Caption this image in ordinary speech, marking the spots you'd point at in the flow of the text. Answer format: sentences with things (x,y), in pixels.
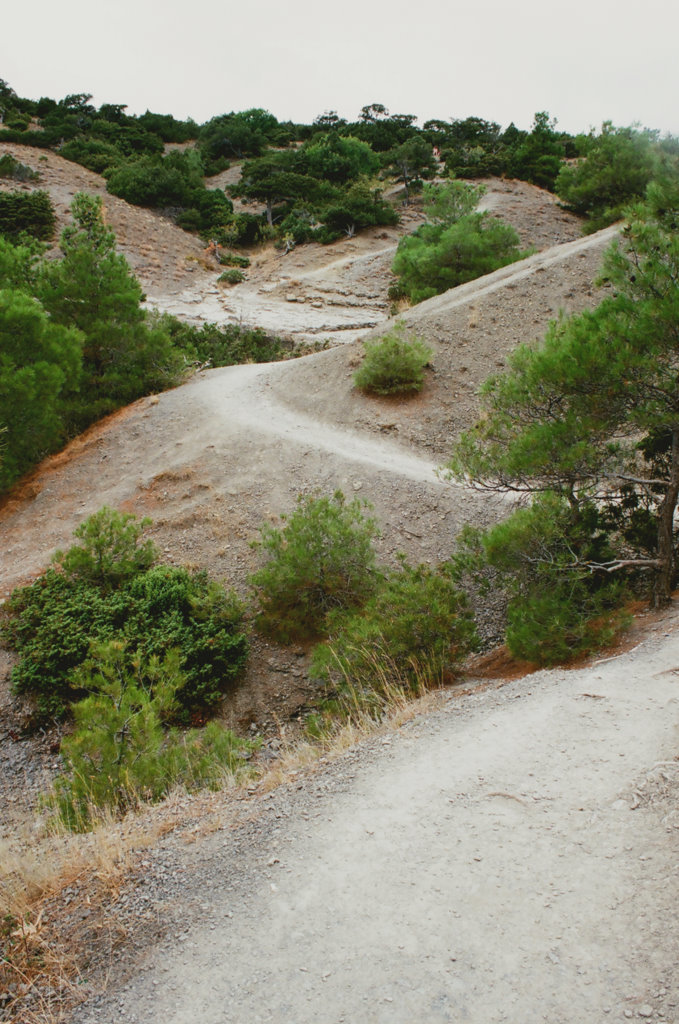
In this image there are plants (360,556) and there's grass (413,679) on the ground (261,762).
